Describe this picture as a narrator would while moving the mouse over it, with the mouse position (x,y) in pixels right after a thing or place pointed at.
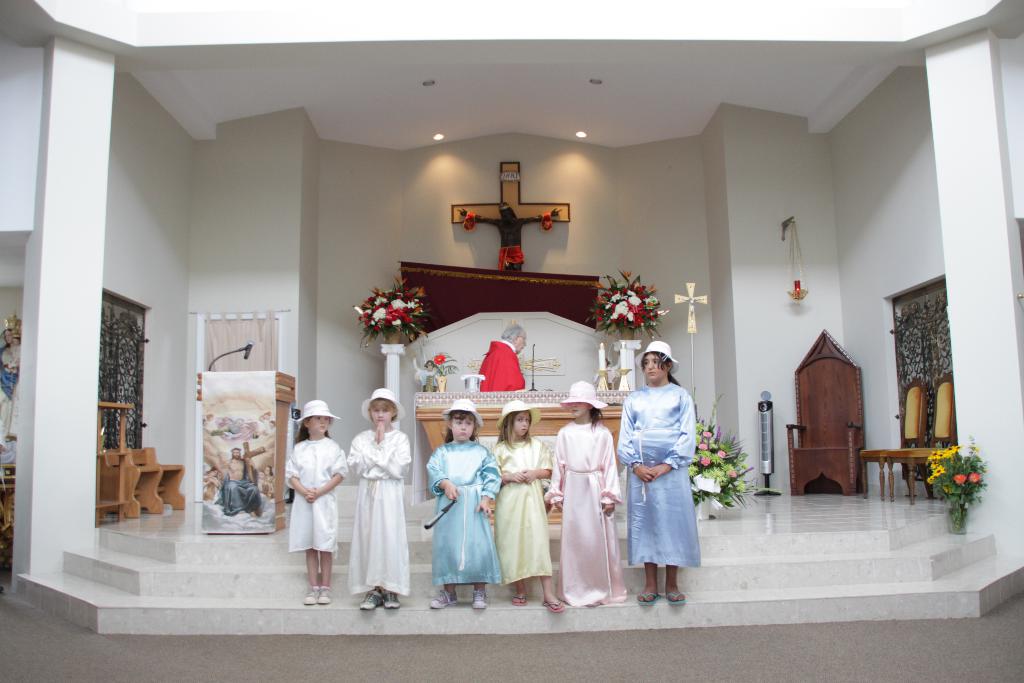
In this image there are a few kids (525,459) standing on the stairs (422,517), behind them there are wooden chairs (166,483), podium (234,463), flower bouquets (739,477), on the podium (258,386) there is a mic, behind the kids (355,461) there is a person (504,364), in front of the person (490,380) there are some objects (471,387) and a mic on a wooden podium (547,428), behind the person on the wall (431,230) there is a cross (494,218), flowers (388,318) and a banner (500,293), at the top of the image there are two lamps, on the either side of the stairs (106,548) there are pillars (954,247) and some statues (9,372).
